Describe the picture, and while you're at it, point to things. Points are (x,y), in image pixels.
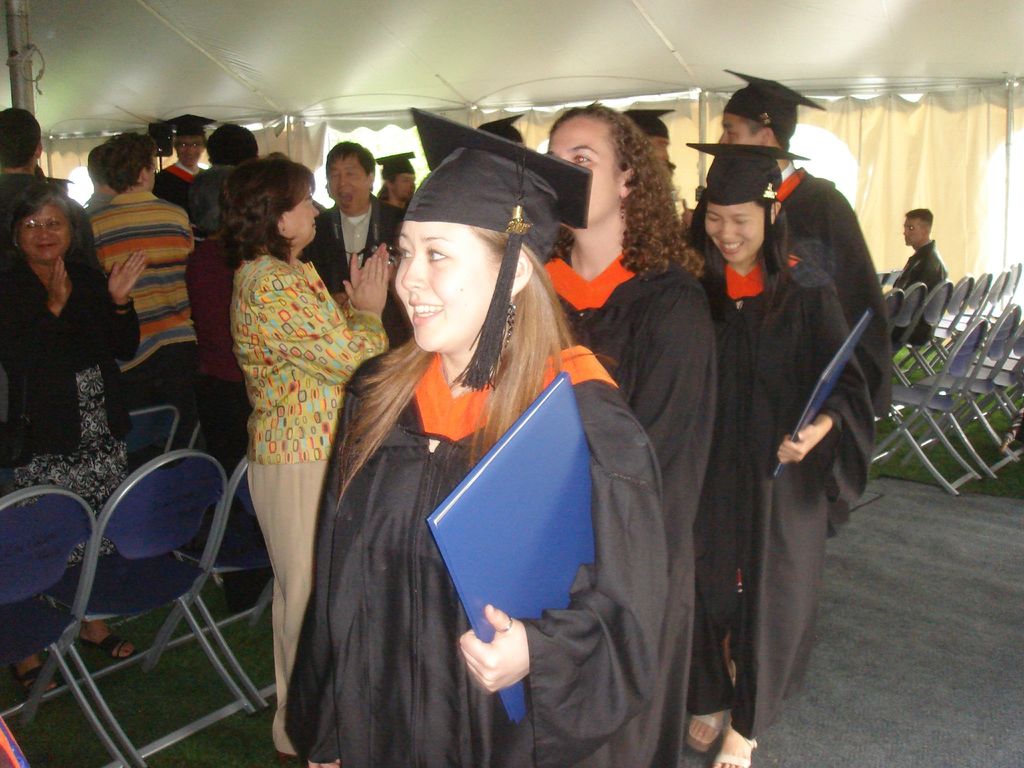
In this image in the middle (678,350) there are group of people (637,338) who are standing and smiling and they are holding books (558,502), and on the left side (150,260) there are group of people (102,217) who are standing and clapping. And on the left side (152,541) and right side (917,386) there are some chairs (936,337) and on the top (285,48) there is a tent (793,74) and on the top of the right corner (953,142) there is a cloth (912,134).
